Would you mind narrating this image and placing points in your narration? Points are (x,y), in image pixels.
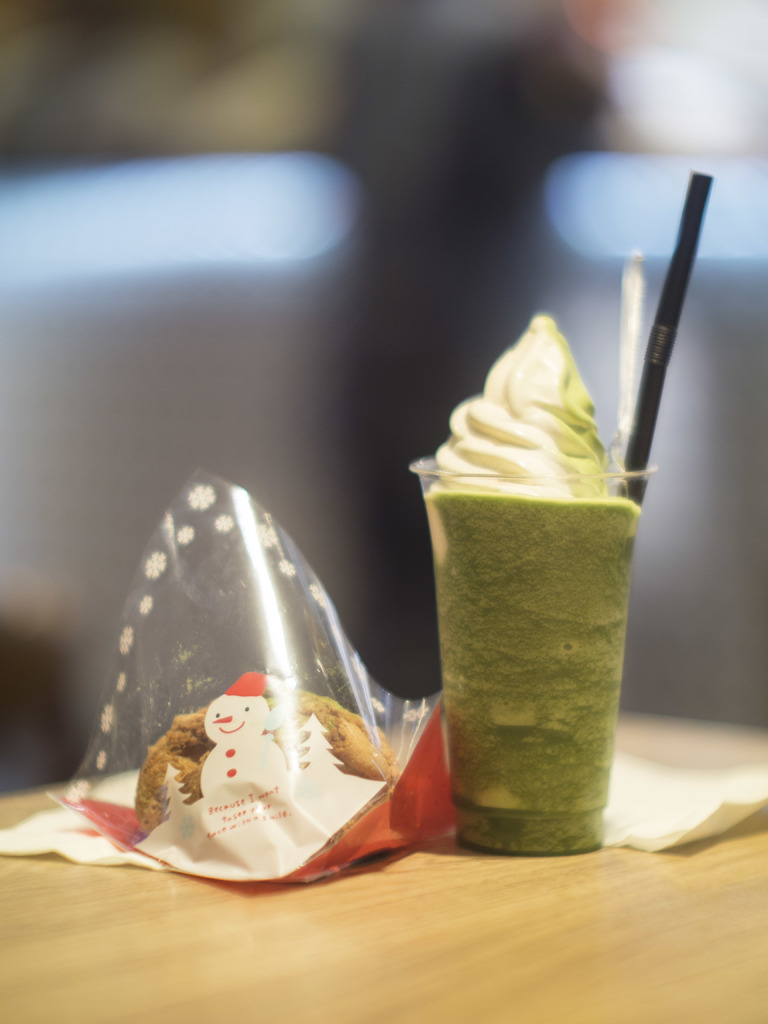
In this picture I can see an ice cream (493,586) in the glass (497,640) and the food items (207,736) in a plastic cover (265,764).
